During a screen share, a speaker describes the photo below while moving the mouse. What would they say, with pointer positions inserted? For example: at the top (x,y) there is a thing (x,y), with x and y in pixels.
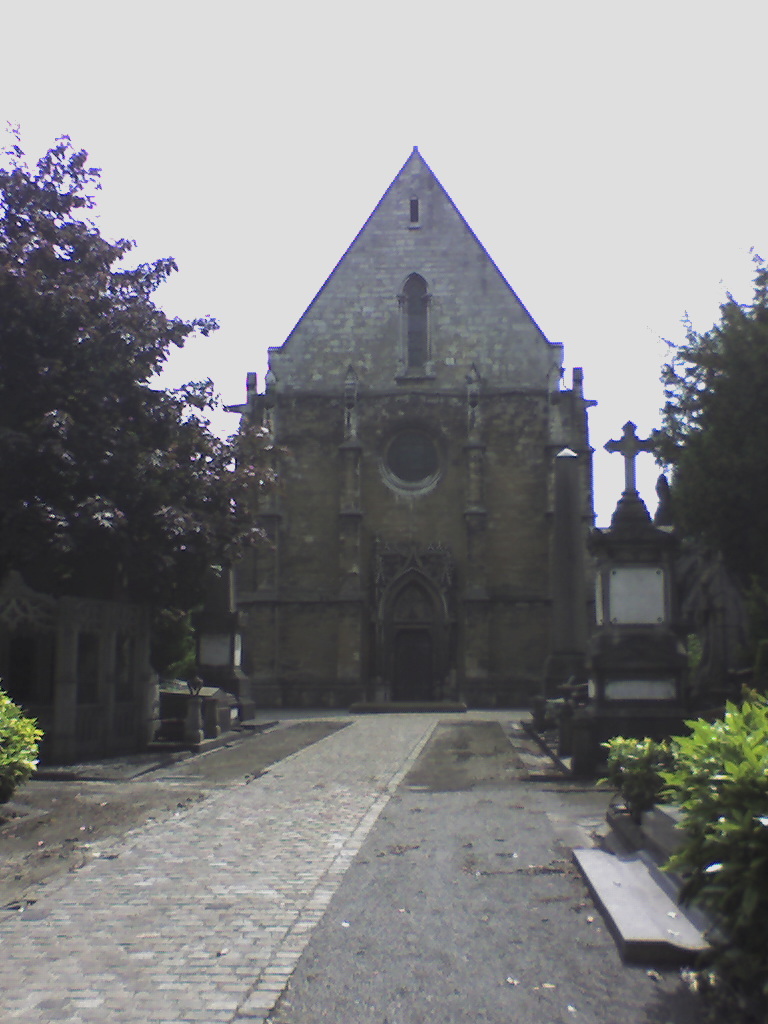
On the left side (182,939), there is a road (205,910). Beside this road (103,860), there is a potted plant (38,761). On the right side (727,809), there are potted plants (644,738) and there are trees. In the background (638,671), there are buildings (473,324), trees (766,345), a cross (645,442) and there are clouds (669,238) in the sky (445,79).
